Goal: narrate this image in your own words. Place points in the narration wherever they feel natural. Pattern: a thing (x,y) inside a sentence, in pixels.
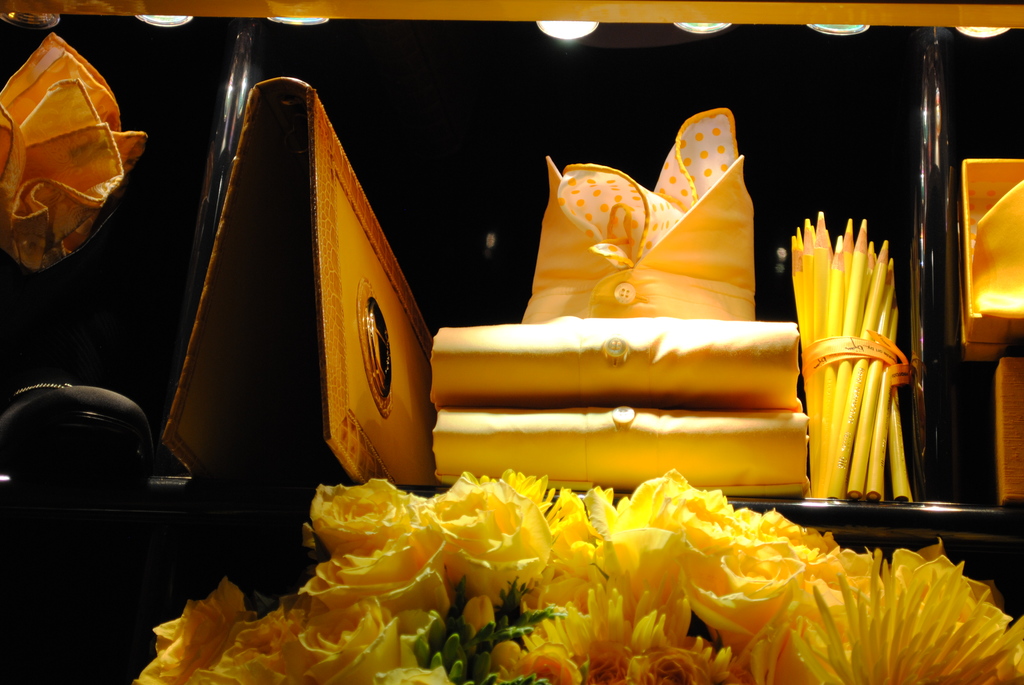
In the center of the image (574,243) we can see the clothes (480,380), pencils (835,438), file (267,279) and some objects (79,192) are present in a shelf (466,235). At the bottom of the image (565,610) we can see a bouquet (485,624). At the top of the image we can see the lights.
